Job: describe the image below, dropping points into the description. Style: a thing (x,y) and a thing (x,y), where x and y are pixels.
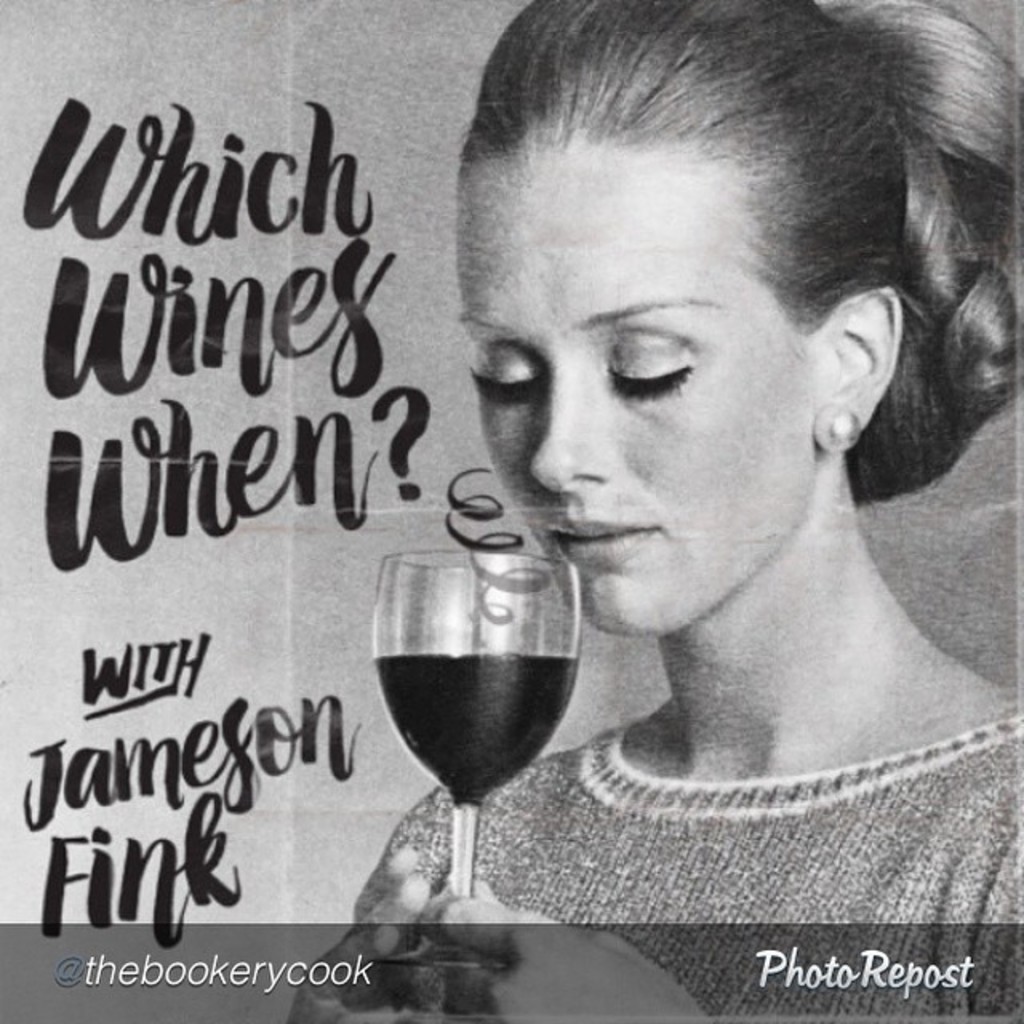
This is a poster (296,750), on this poster (554,825) we can see a woman (775,829) holding a glass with drink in it, where we can see some text (342,768) on it.
